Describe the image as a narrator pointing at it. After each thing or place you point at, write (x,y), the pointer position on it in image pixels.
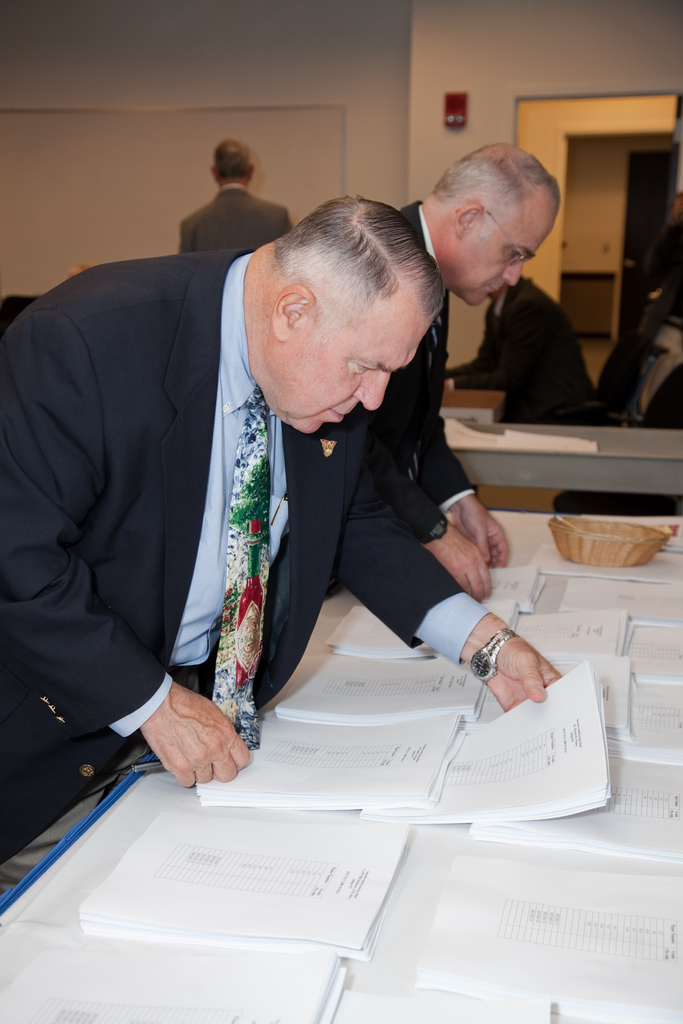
In this image I see 2 men (308,385) who are wearing suits (157,419) and I see that this man (318,453) is holding papers (554,729) and I see number of papers (467,718) over here and I see a basket (609,526). In the background (279,150) I see 2 persons (219,231) and I see the wall (460,62).
